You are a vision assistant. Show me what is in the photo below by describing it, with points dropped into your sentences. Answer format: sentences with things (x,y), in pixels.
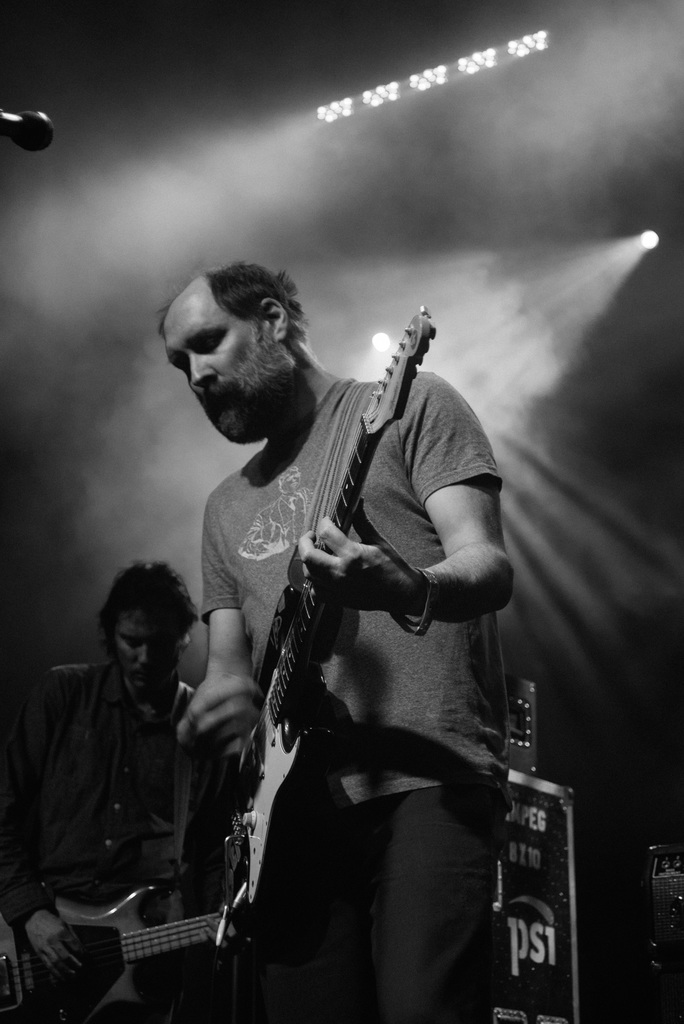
In this, two peoples (151,847) are playing a musical instrument (302,769). They are holding guitars (164,946) on his hand (327,537). In the center (405,531), men (397,514) wear a t-shirt (420,644), pant (414,841). On the left side (141,849), person (110,835) wear a shirt (87,791). At the back side (520,849), we can see some box (548,842). The background (646,250), there is a lights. The left side (36,130) top corner, we can see microphone (29,141).
